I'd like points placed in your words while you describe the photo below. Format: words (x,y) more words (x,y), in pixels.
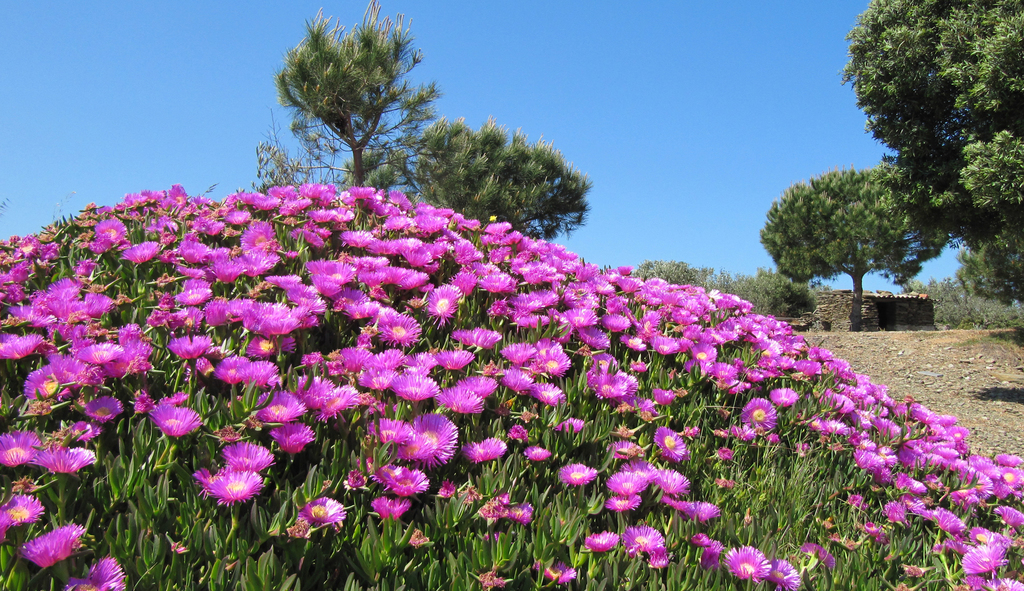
In the picture we can see group of plants (839,433) with flowers (755,575) which are violet in color and in the background (827,269) we can see some trees (843,266) and sky (598,190).
